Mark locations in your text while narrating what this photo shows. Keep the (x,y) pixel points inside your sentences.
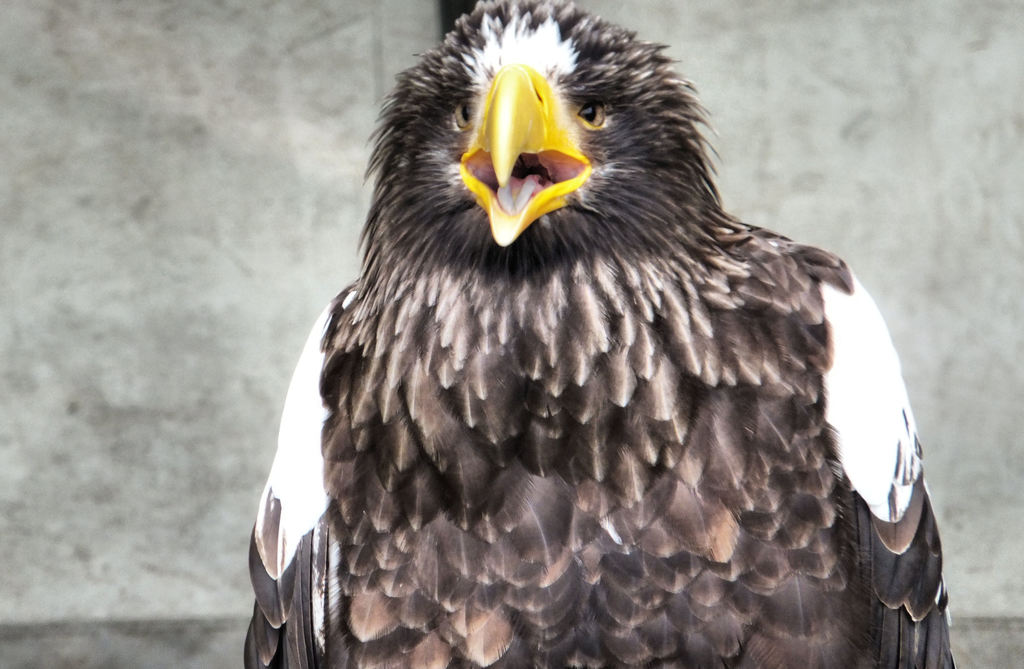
In the center of the image (623,443) we can see a bird (641,459), which is in a multi color. In the background (12,419) there is a wall (181,325).
